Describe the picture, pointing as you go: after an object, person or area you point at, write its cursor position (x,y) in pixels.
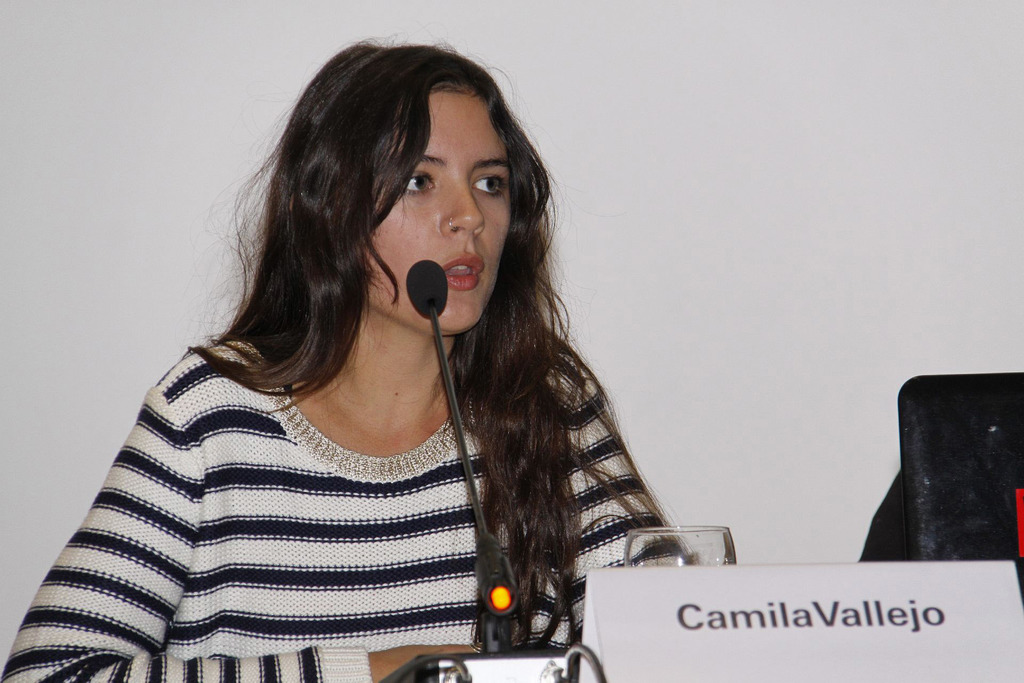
In the center of the image (362,320) there is a woman (332,608) sitting at the desk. On the desk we can see glass tumbler (636,544) and name board (838,633). In the background (813,44) there is a wall (216,73).
